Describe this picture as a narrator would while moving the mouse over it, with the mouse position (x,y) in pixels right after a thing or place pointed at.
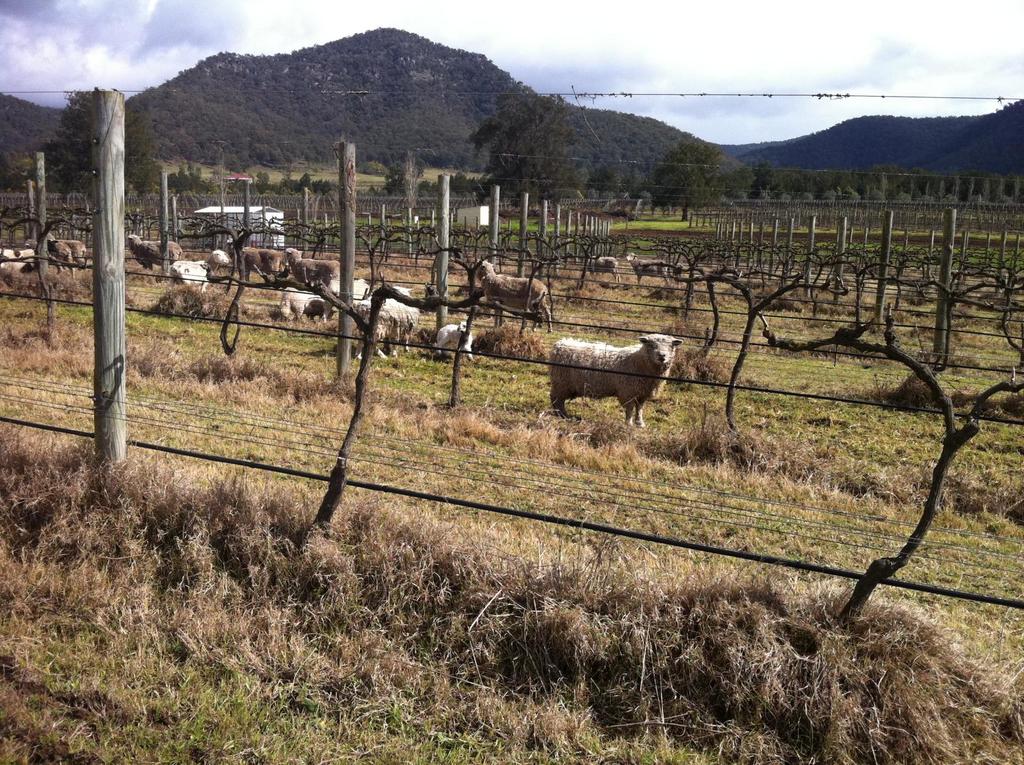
In this image in the front (465,520) there is dry grass (494,669) on the ground (418,621). In the center (465,323) there are animals (312,287), there are wooden poles (340,229). In the background (324,104) there are trees (544,152) and mountains (450,116) and the sky (634,76) is cloudy.
